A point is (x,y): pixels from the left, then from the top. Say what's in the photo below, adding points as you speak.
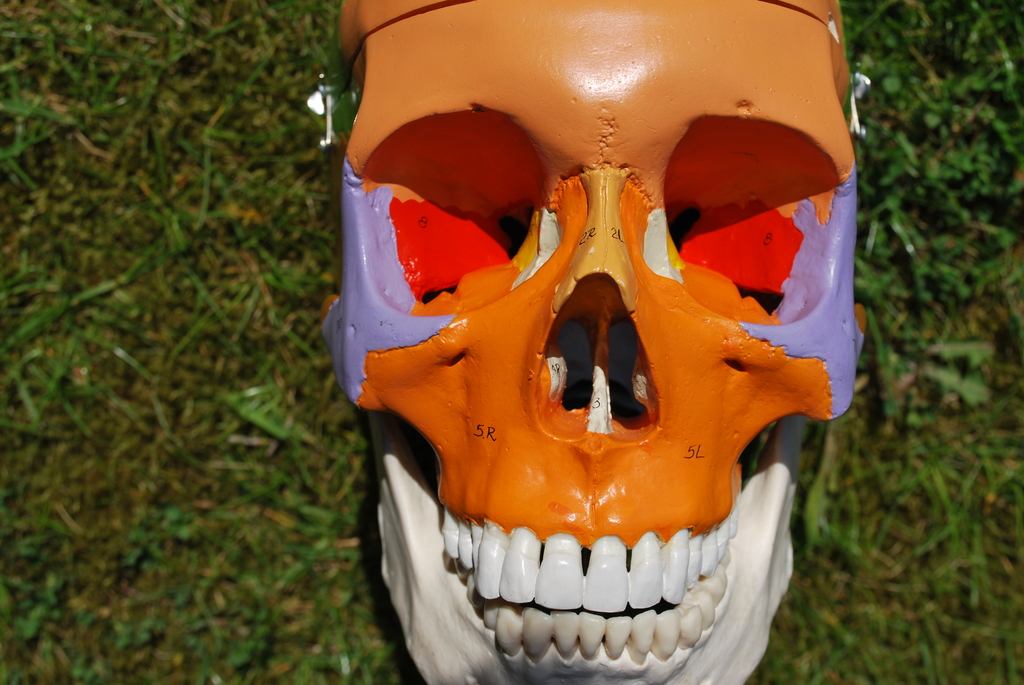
In this image on the ground (155,436) there is a skull (646,225). The skull (536,411) is painted with different colors.
